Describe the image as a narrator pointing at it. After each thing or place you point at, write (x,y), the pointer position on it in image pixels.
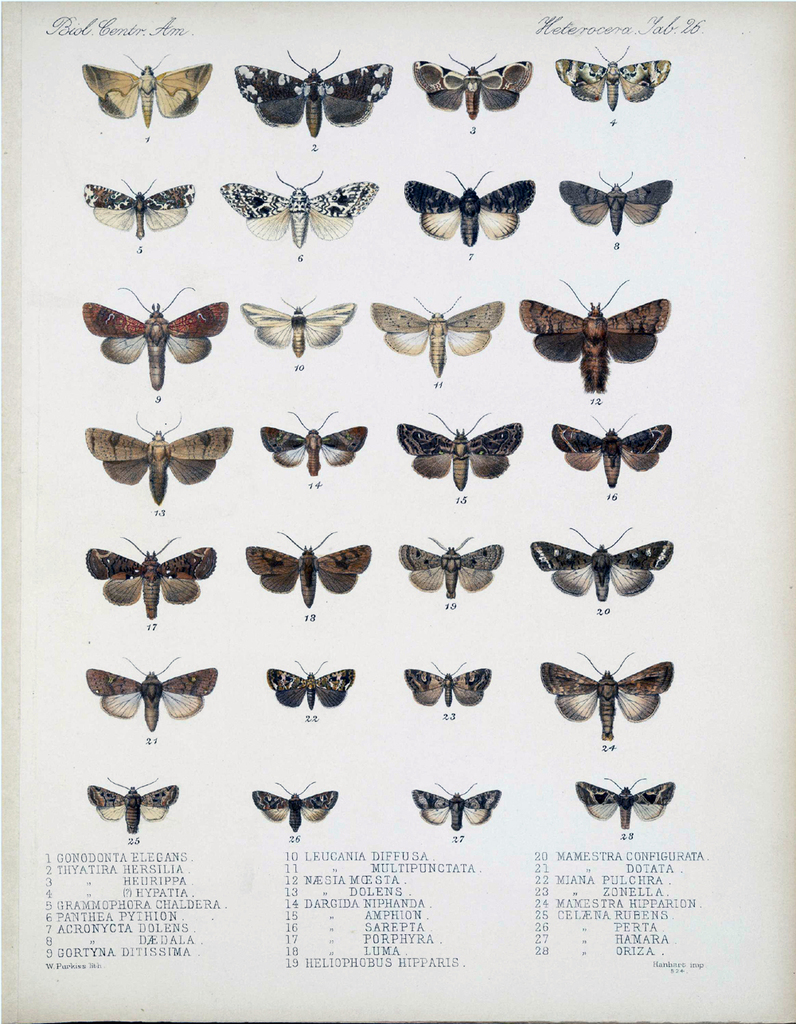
This is an edited picture. In this image there are different types of butterflies (618,807). At the top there is text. At the bottom (670,961) there is text (571,902).
